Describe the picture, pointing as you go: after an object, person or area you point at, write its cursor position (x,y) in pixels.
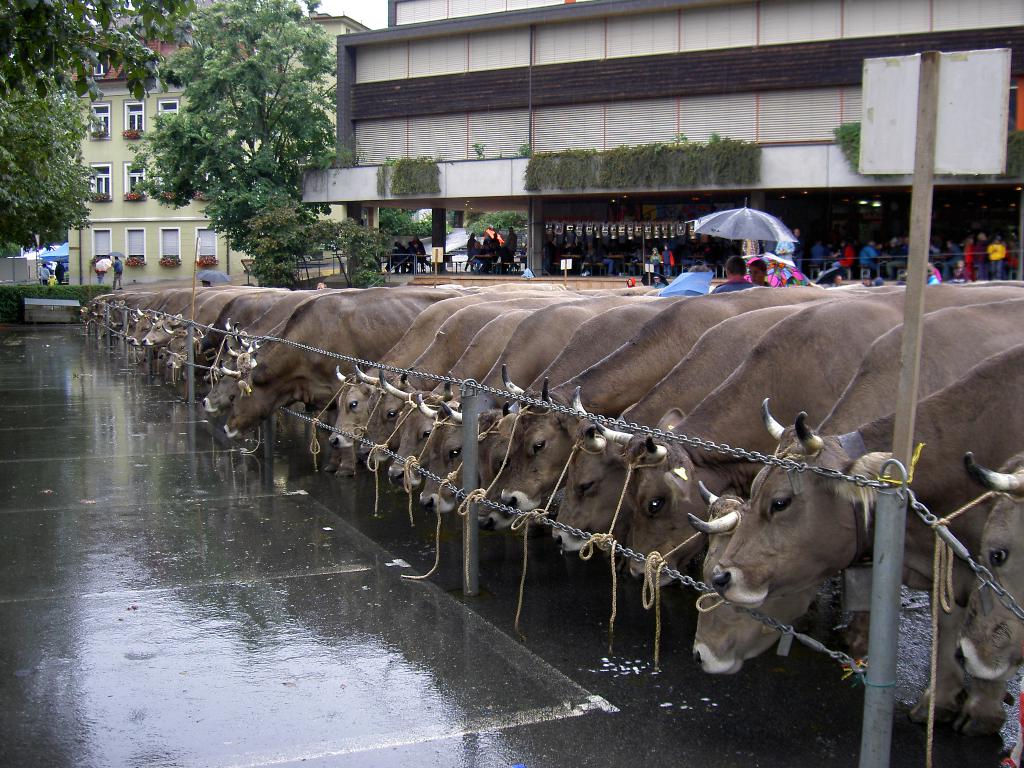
In the image there are plenty of cows (403,390) tied to the chains (567,532) that are attached to the poles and behind the animals (289,373) there is a building (677,195) and there are a lot of people (895,258) in the ground floor (601,242) of the building (976,214), in the background (11,91) there are few trees (0,101) and behind the trees (180,148) there is another building (204,255).
